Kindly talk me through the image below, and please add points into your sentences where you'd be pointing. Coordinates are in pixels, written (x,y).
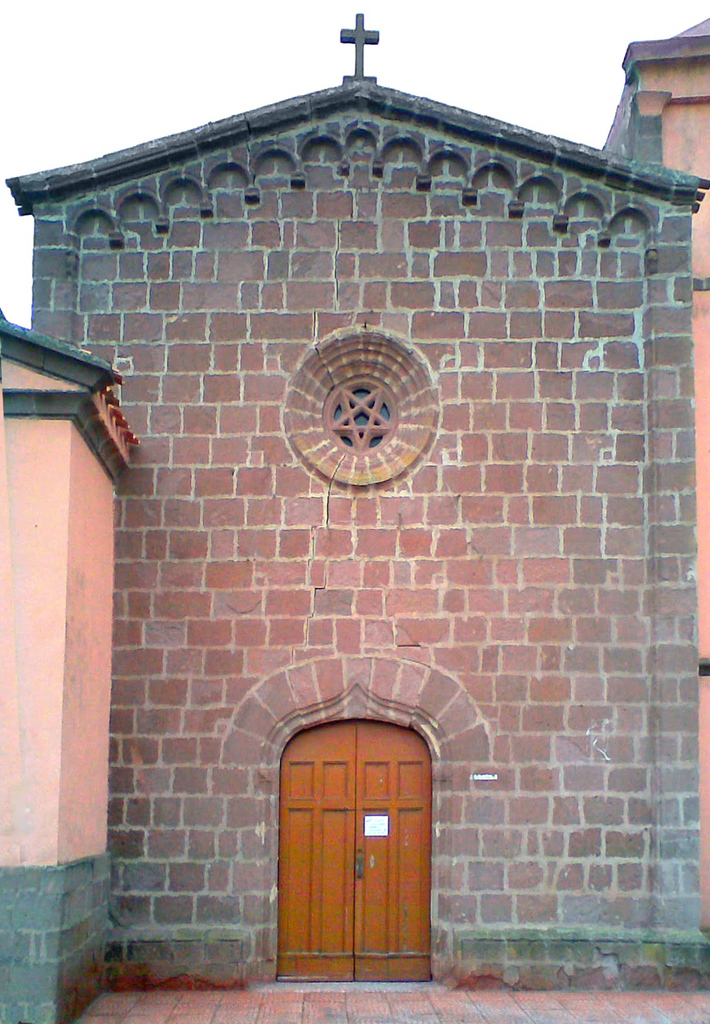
In this image there is a church (292,511).
